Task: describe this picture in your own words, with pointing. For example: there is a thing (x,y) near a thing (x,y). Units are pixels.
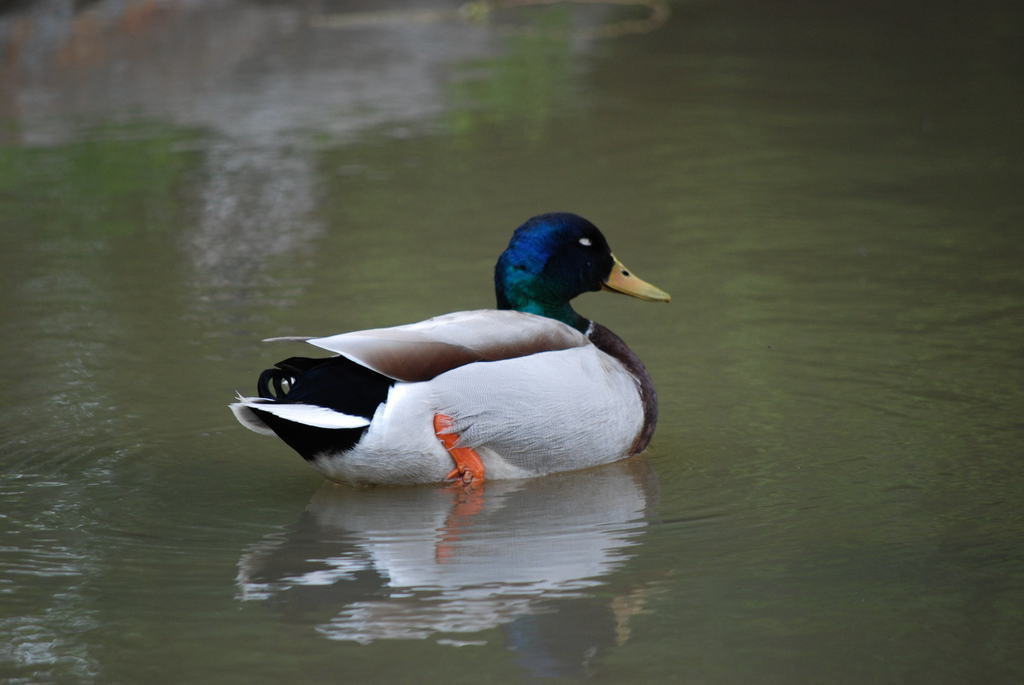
In the center of the image (492,426) there is a duck (534,472) in the water (446,552).
